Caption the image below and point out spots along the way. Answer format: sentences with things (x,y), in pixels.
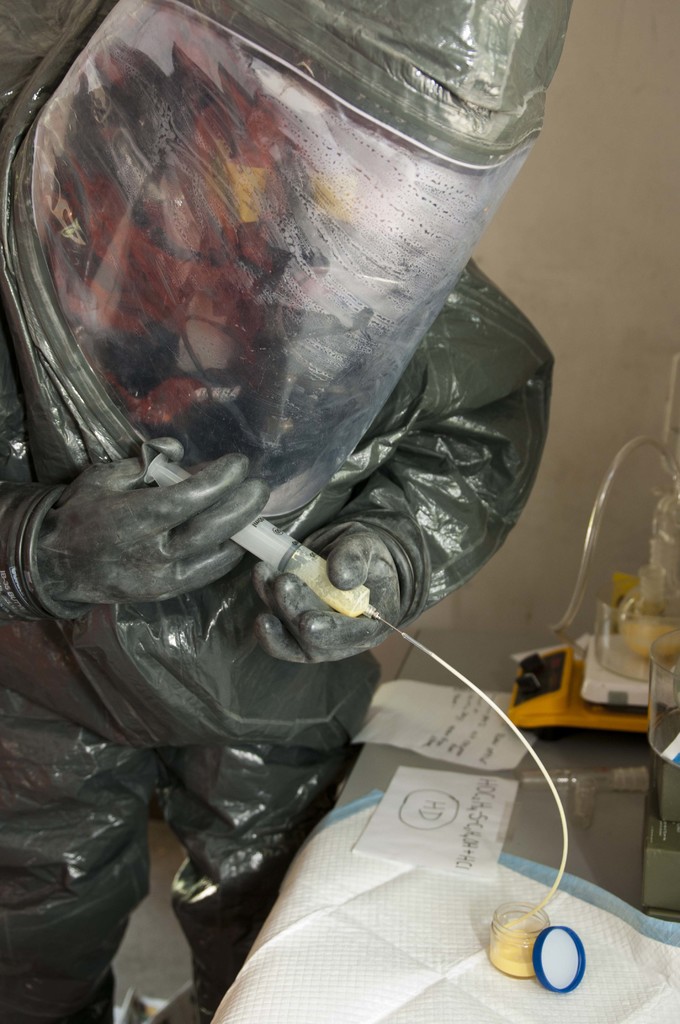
Here in this picture we can see a person (372,579) wearing a lab suit (147,652) with helmet (506,145) and gloves (219,496) on him and he is injecting something in a bottle (526,933), which is present on the table (569,848) and we can also see papers (450,809) and weighing machine (593,683) present on the table (575,768).
